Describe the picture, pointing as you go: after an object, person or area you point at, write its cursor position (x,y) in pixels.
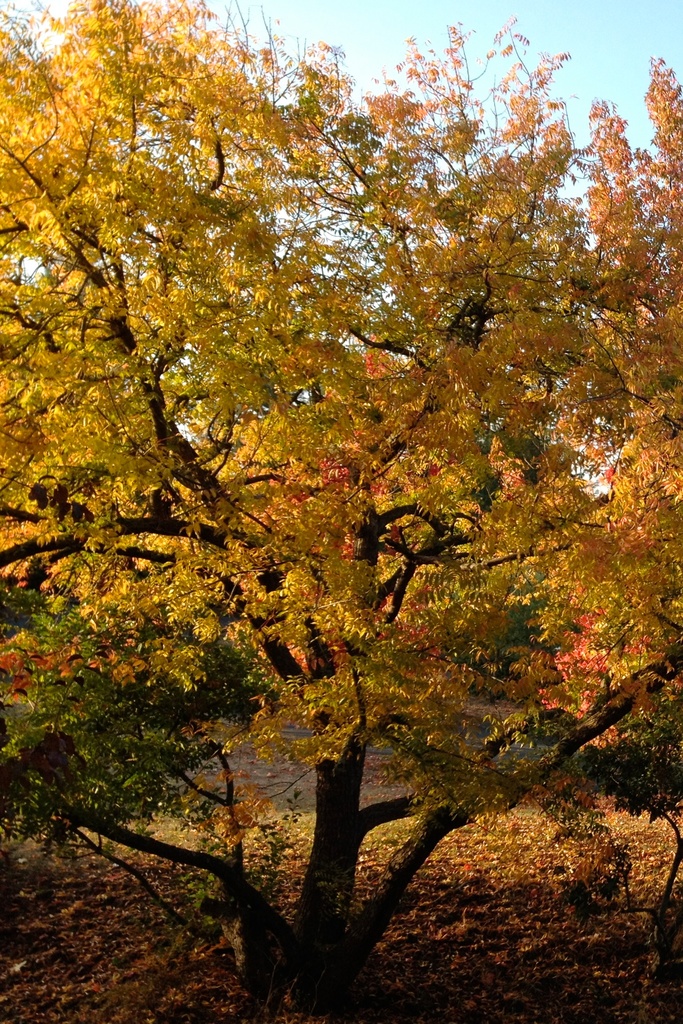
In this image there is a tree (252,657) with some leaves (196,895) fallen on the surface (23,851).
